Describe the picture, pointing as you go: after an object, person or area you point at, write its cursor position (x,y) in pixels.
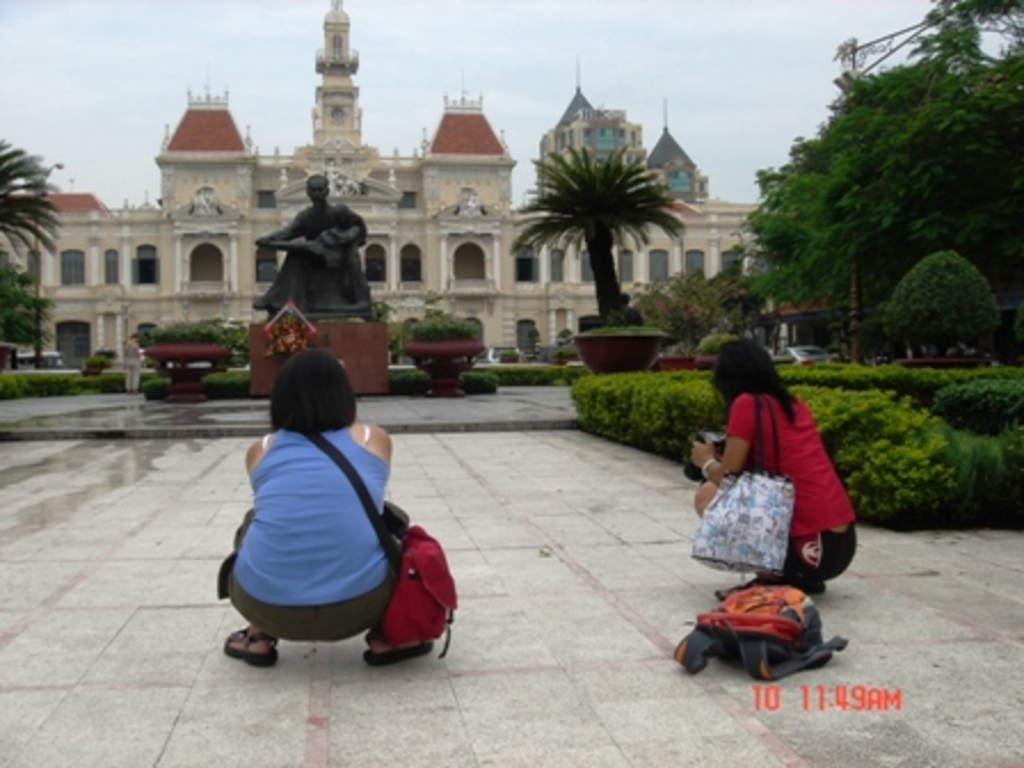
In the middle of the image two persons (297,370) are sitting. In front of them we can see some plants (979,455), trees (8,331), statue (354,243) and building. At the top of the image (147,5) we can see some clouds (135,17) in the sky (135,17).
